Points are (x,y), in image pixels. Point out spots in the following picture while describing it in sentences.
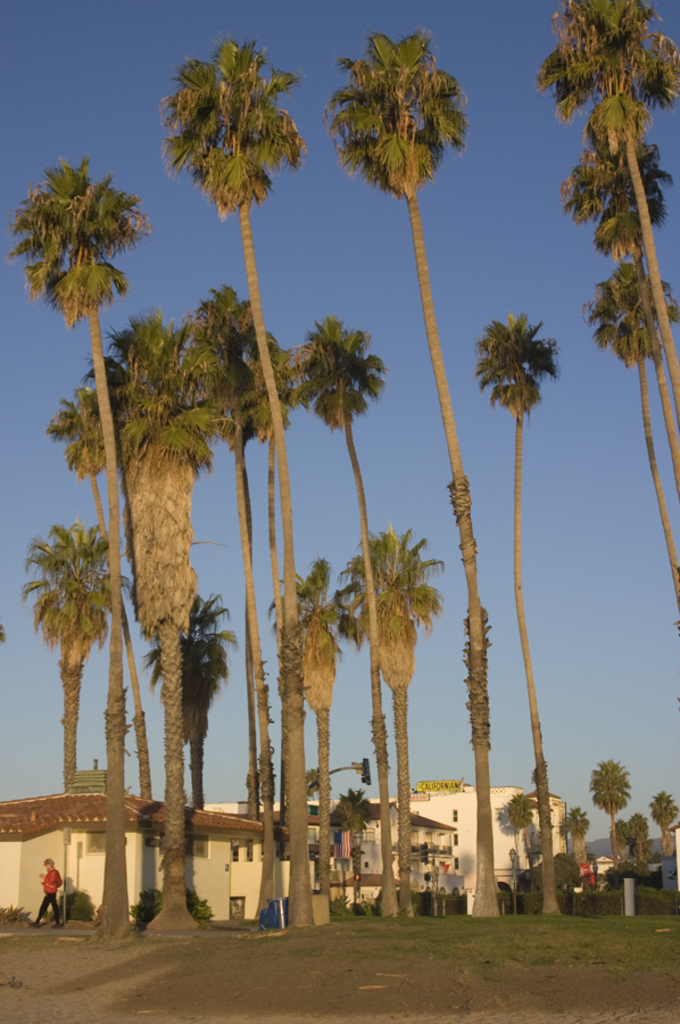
This picture is clicked outside the city (259,823). The boy (54,902) in the red jacket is walking on the road (16,931). At the bottom of the picture (486,971), we see grass (485,948). In front of the picture, we see trees (104,891). There are buildings (457,874) in the background (374,854). At the top of the picture (509,249), we see the sky (295,256), which is blue in color.
